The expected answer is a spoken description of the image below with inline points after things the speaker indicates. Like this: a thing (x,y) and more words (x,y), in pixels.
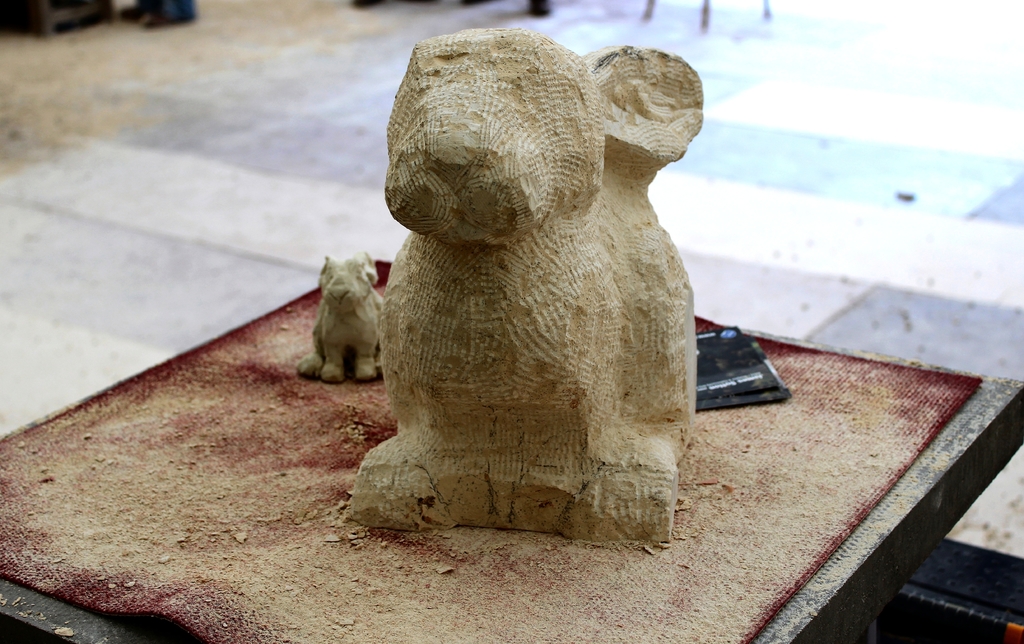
This image consists of a stone (501,356) which is partially chiseled. It is in the shape of dog. At the bottom (844,431), there is a mat (516,623).
